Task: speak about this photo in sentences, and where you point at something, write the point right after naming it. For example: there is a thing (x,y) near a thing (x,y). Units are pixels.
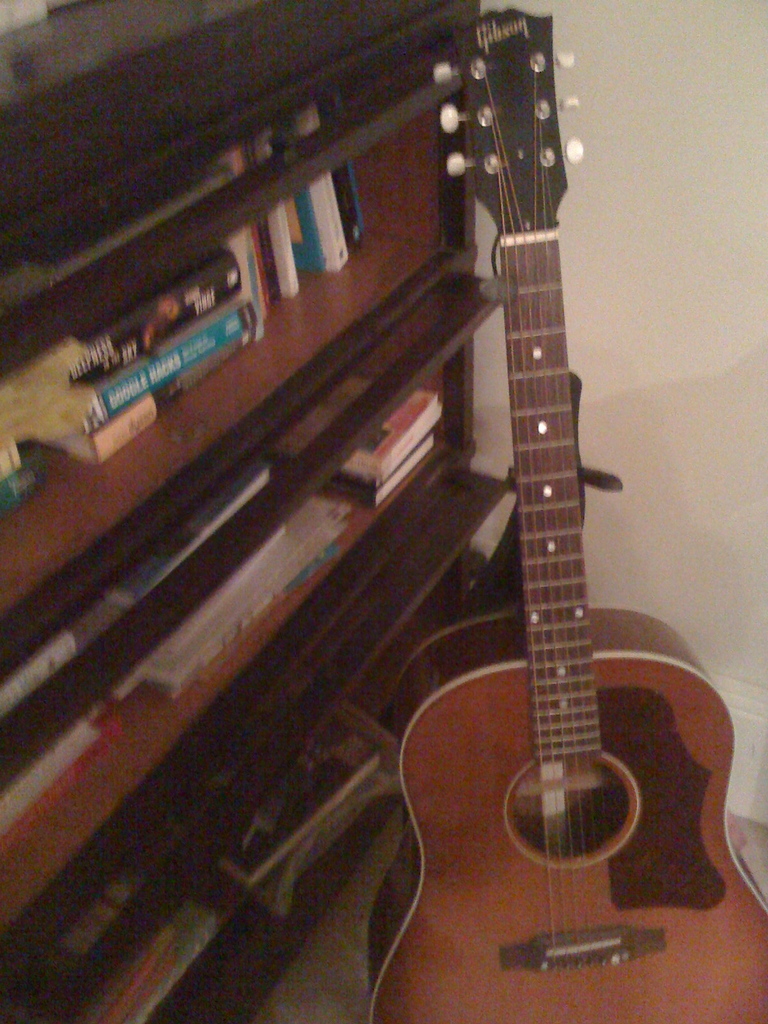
In this image I can see a guitar (547,729) and the cupboard (82,303) with books (304,535) inside of it. In the background (647,173) there is a wall (692,451).
